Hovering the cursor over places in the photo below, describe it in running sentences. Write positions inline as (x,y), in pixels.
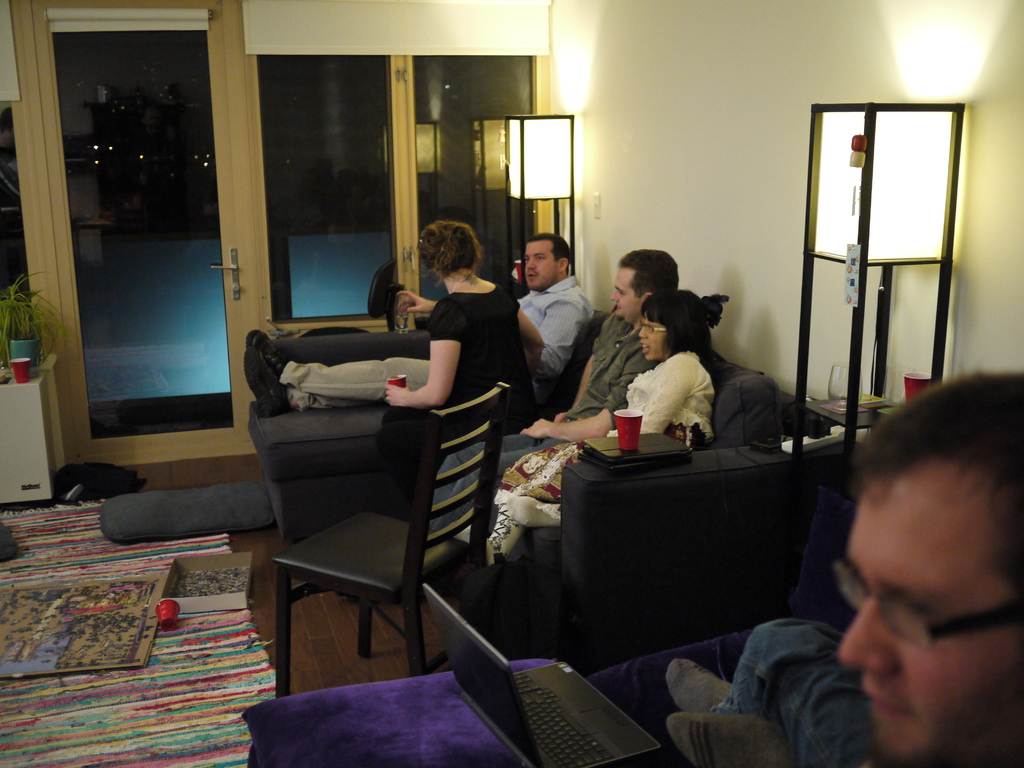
In the picture we can see inside view of the house (186,461) with a black color sofa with some people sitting on it and near to them we can see a chair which is also black in color and beside it we can see a floor mat (66,726) and on it we can see some box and some cardboard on it we can see some painting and near to it we can see a white color table (12,433) on it we can see a house plant (11,328) and beside the sofa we can see a purple couch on it we can see a laptop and one person (708,699) sitting beside it and to the wall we can see a lights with stand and doors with glass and wooden frames (55,435).
